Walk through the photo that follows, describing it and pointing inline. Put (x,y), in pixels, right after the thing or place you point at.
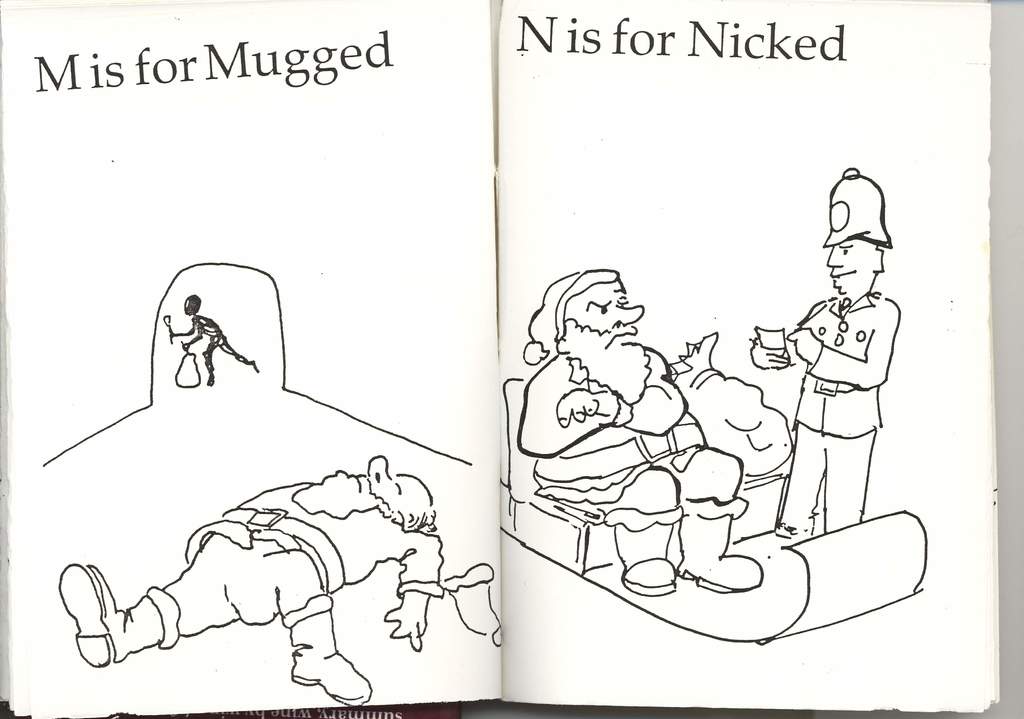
This image looks like a printed image, in which I can see four persons (681,559), chair (594,562), some objects (537,550) and a text (649,43).
